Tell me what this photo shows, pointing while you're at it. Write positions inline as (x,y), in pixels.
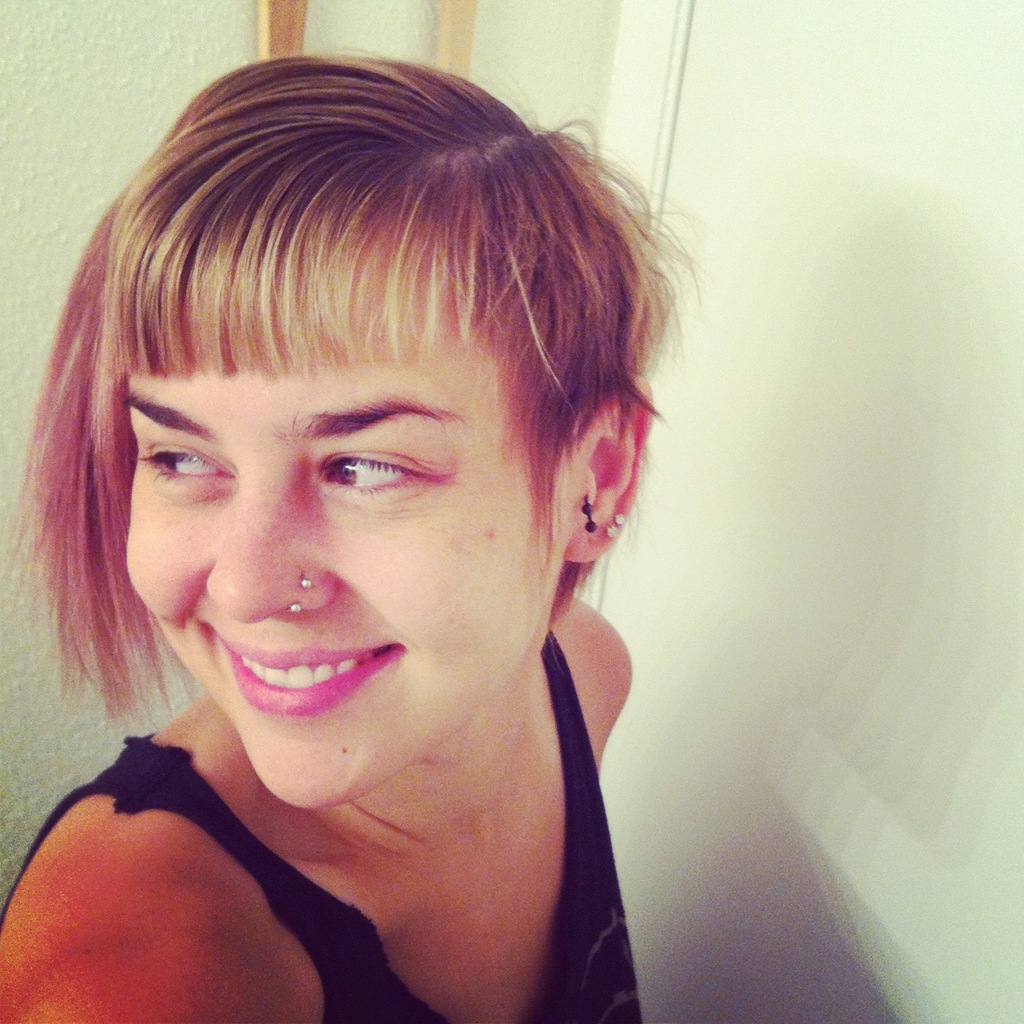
In this image, I can see a woman (402,745) smiling. In the background (51,169), there is the wall (932,470).
